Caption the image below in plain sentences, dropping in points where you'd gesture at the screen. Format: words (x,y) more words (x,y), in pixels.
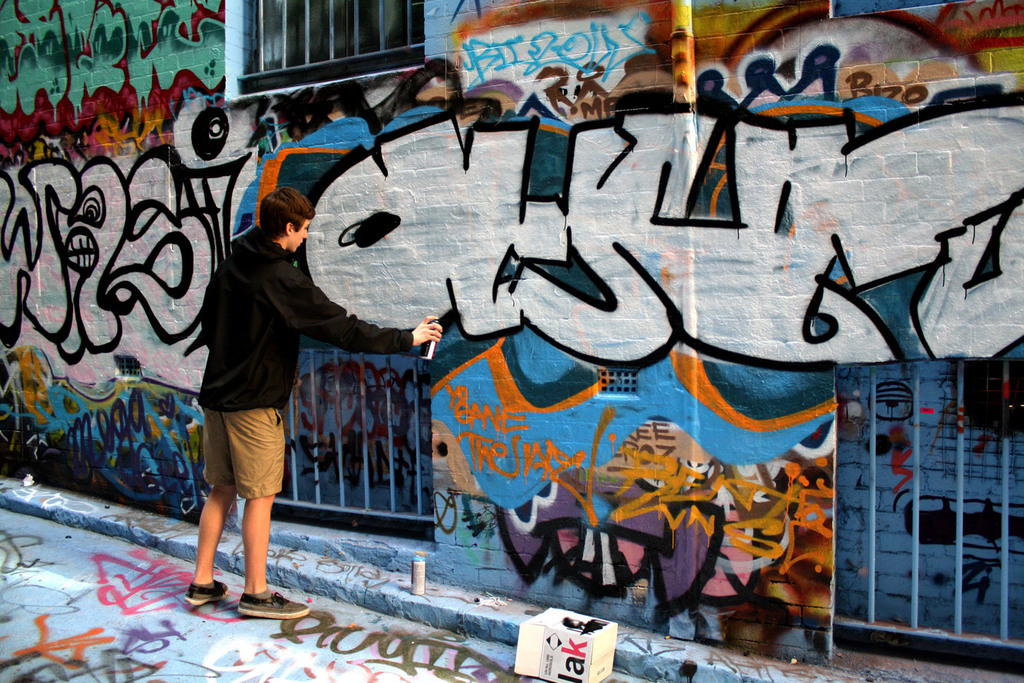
In this image I can see a boy (428,328) with spray (428,354). Here I can see a wall (922,489) full of painting (721,323).
